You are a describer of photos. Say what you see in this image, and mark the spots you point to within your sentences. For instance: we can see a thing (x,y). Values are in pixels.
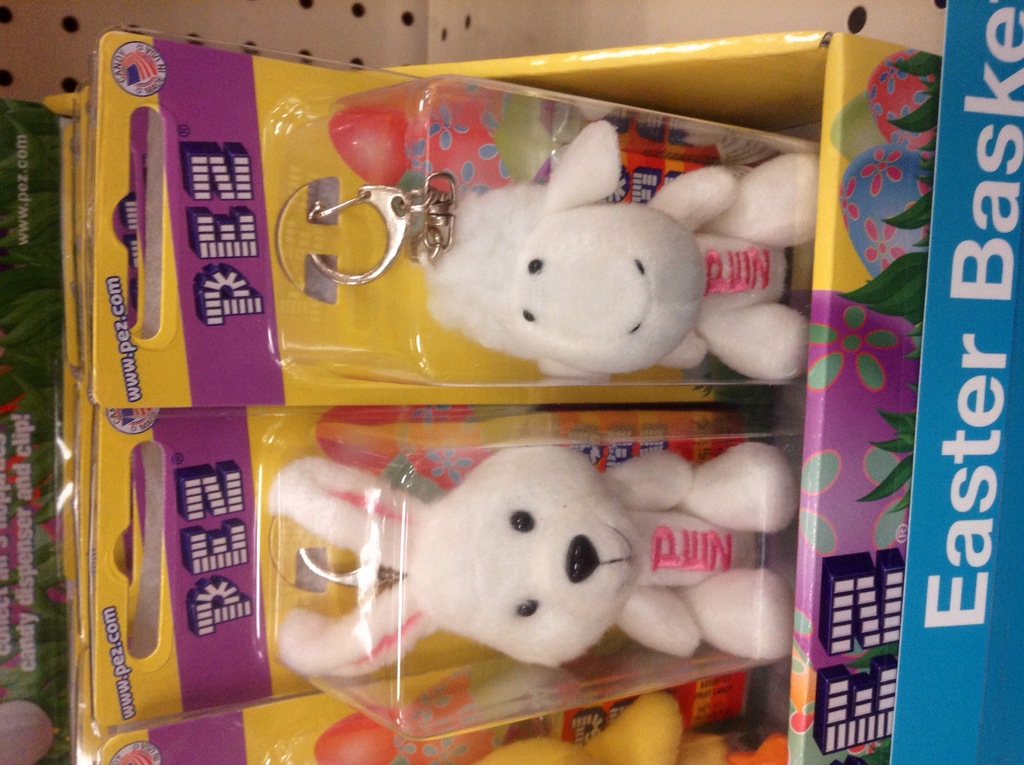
In the image we can see a toy bunny (310,476) and a toy lamb (760,352) in the seal cover (338,410) and here we can see the text (972,537).
